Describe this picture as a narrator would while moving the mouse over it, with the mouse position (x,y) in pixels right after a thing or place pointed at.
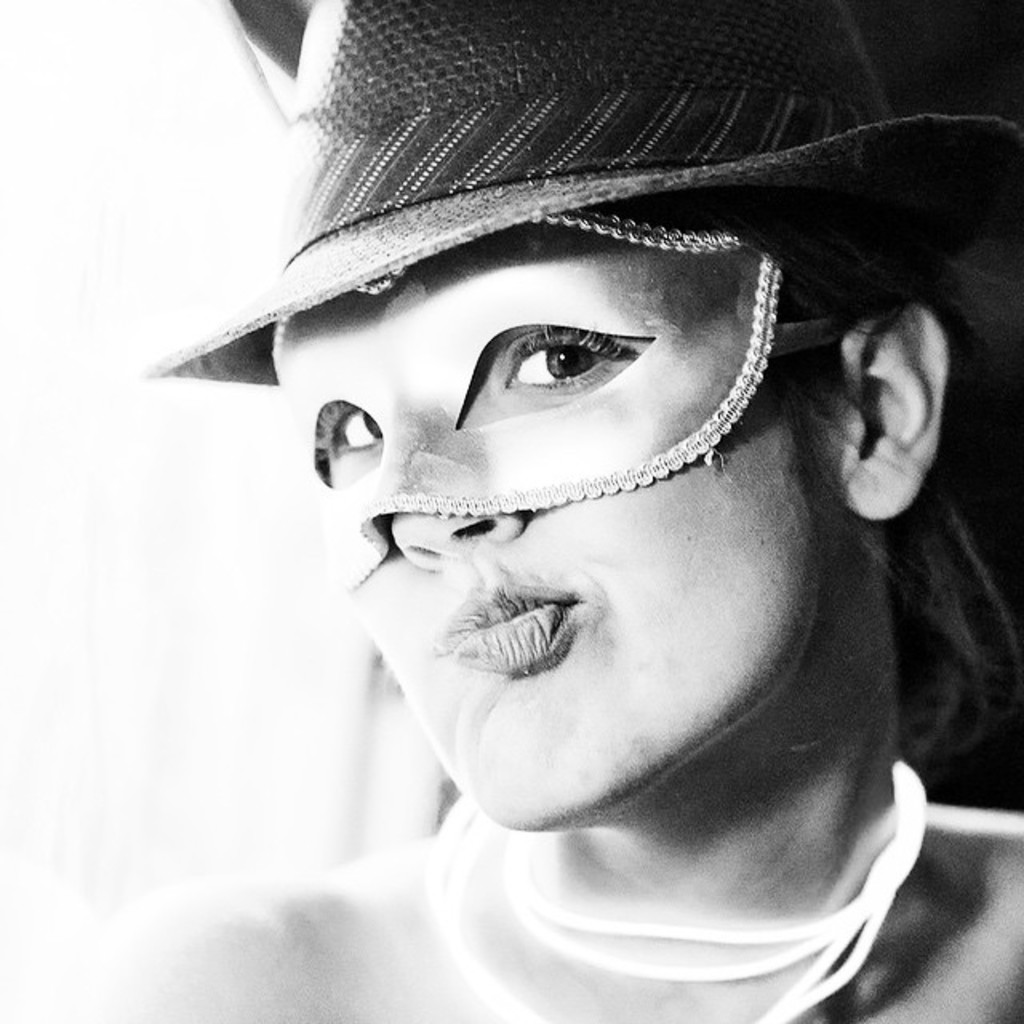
This is a black and white pic. We can see a mask (434,410) to the eyes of a woman (652,796) and there is a hat (452,40) on her head (566,719).
